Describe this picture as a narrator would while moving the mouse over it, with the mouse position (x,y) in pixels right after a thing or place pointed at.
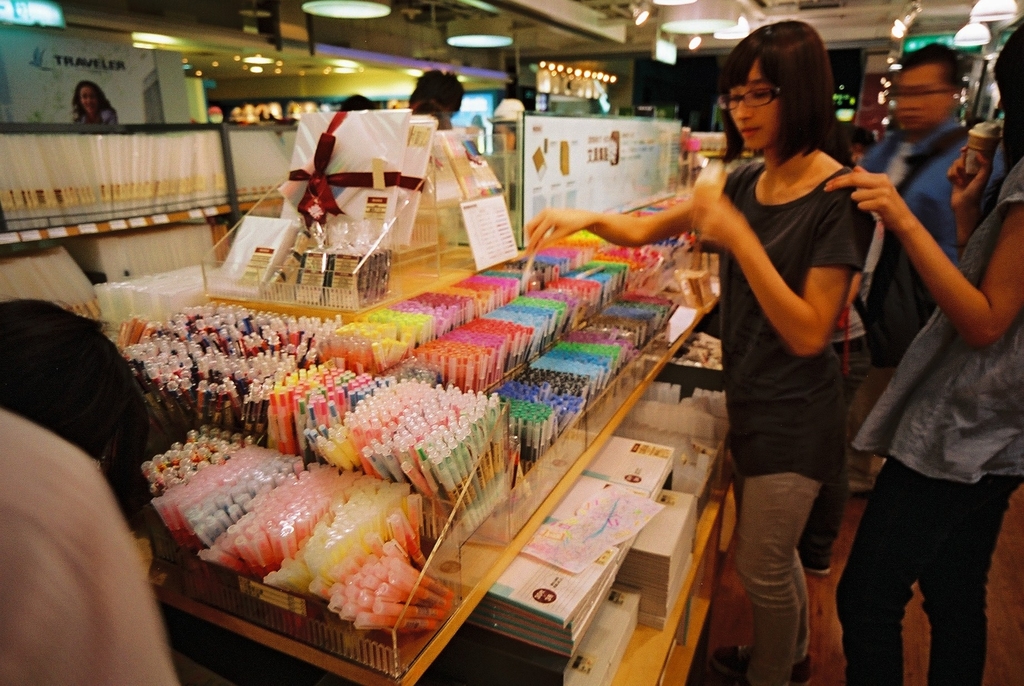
This picture describes about group of people (758,331), they are standing, in front of them we can see few pens (477,401) and books (523,558) on the table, in the background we can see few lights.
